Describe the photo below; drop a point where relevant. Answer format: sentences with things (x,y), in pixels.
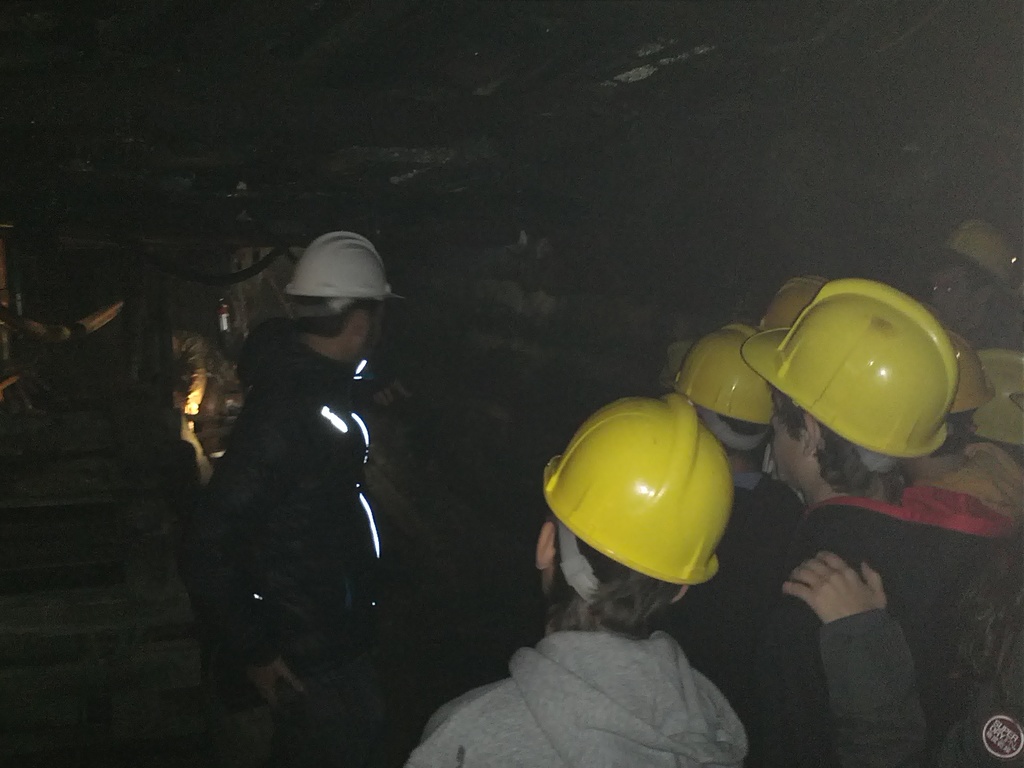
On the right side of the picture (884,559), we see men (739,708) who are wearing yellow helmets (854,332) are standing. In front of them, we see a man (321,457) in black jacket (302,529) is standing. In the background (209,244), it is black in color. This picture is clicked in the dark.
